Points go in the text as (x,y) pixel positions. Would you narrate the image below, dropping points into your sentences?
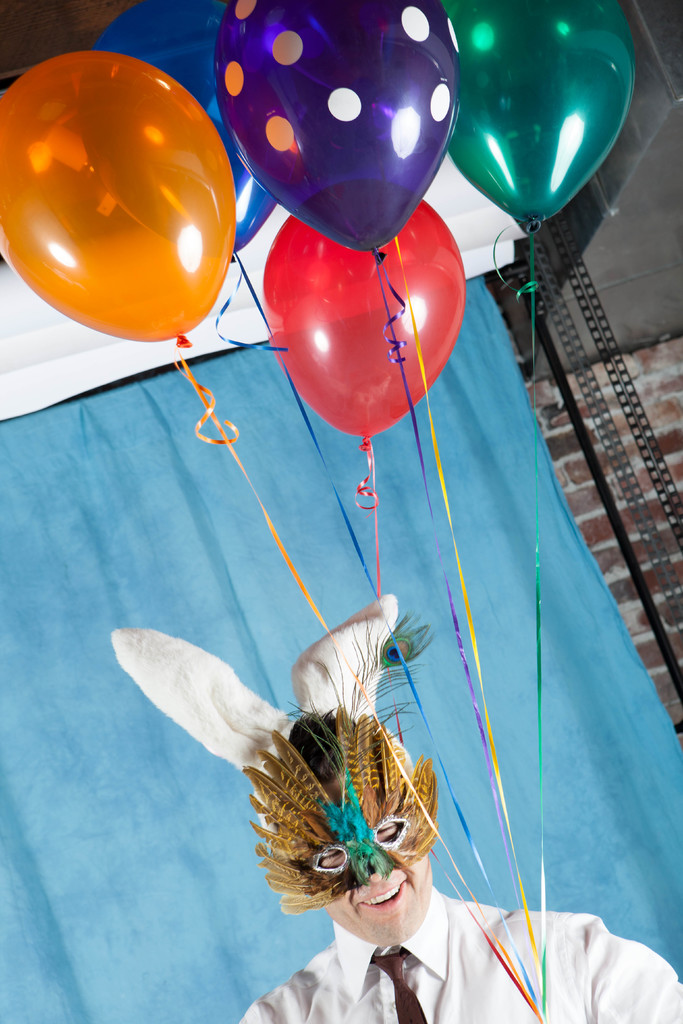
In this image, we can see a person (377,843) wearing a costume (330,1013). We can see some balloons (353,236) of different colors. We can also see a blue colored cloth (36,488) and some rods (594,467). We can see a white colored object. We can also see the wall (671,440).
